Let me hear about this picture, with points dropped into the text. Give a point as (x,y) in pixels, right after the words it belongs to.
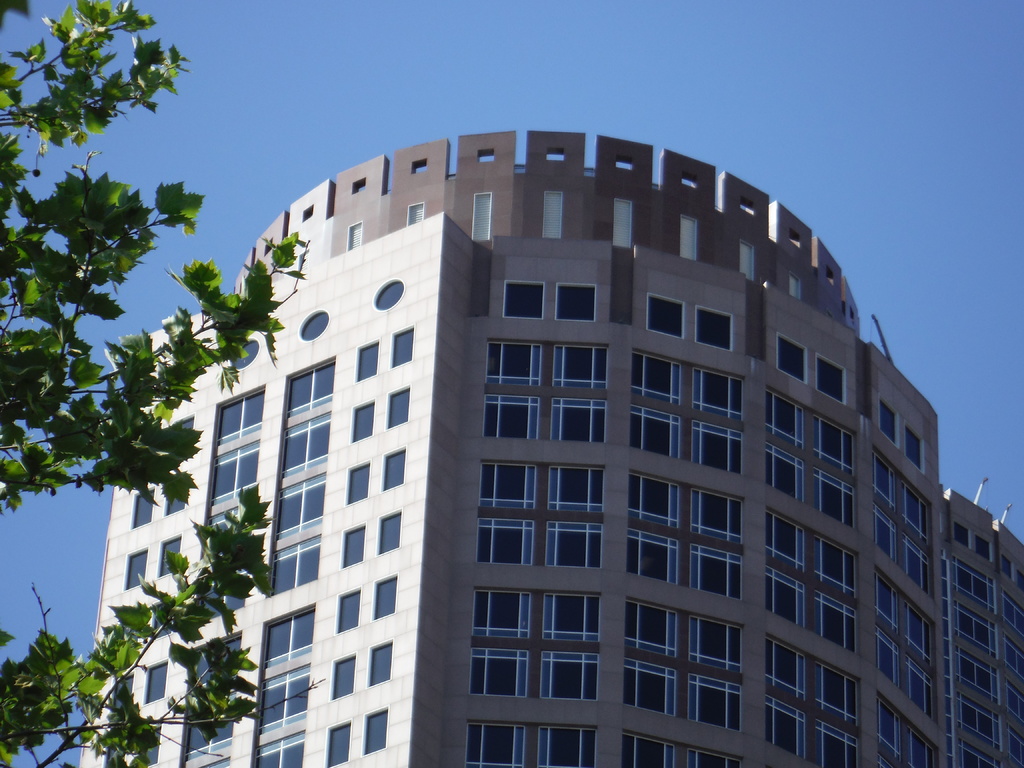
This image is taken outdoors. At the top of the image (298,28) there is the sky (891,327). In the middle of the image (668,510) there is a building (557,637) with walls (462,637), windows (356,624) and a roof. On the left side of the image (53,656) there is a tree (68,663) with leaves (114,403) and stems (143,649).
